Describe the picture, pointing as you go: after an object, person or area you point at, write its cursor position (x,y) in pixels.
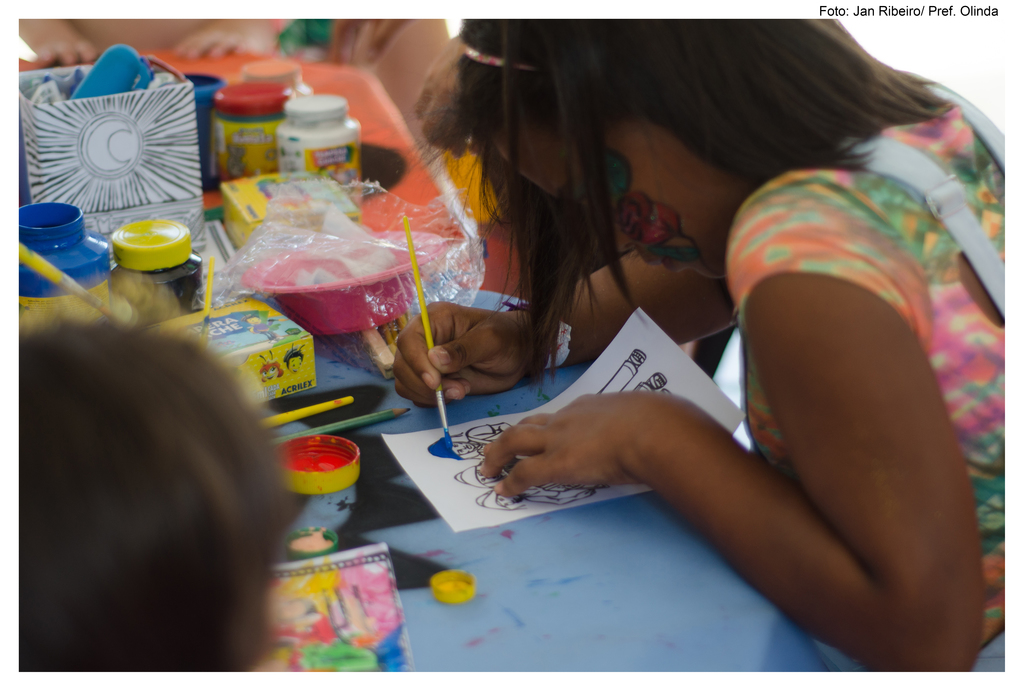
In this image we can see a girl (545,443) painting. There is a table (431,516) on which there are paints (258,314). To the left side of the image (117,385) there is a boy (52,360).
